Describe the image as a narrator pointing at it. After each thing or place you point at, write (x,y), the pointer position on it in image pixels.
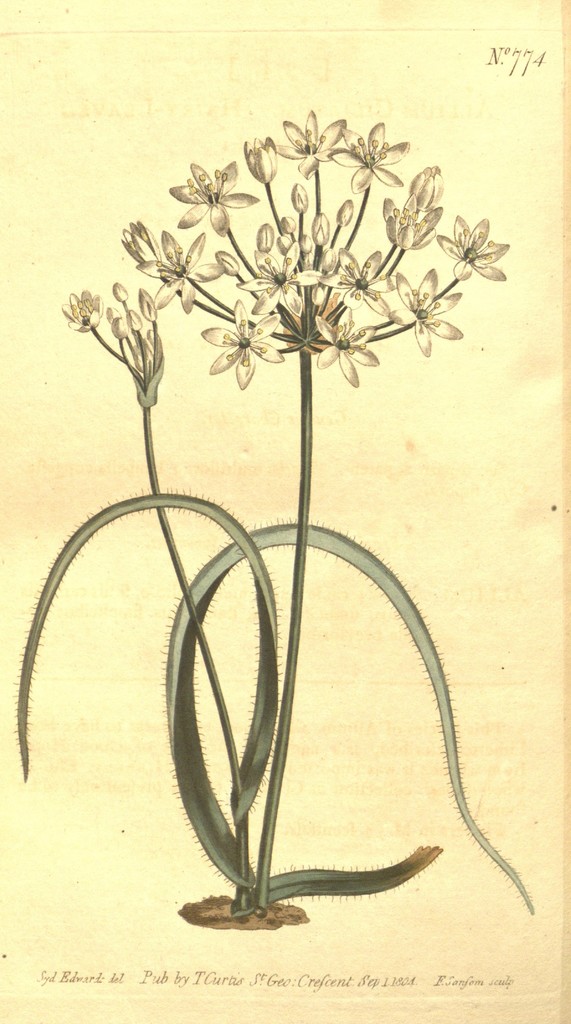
As we can see in the image there is a paper (533,583). On paper (474,445) there is plant (243,809) and flowers (274,275).
